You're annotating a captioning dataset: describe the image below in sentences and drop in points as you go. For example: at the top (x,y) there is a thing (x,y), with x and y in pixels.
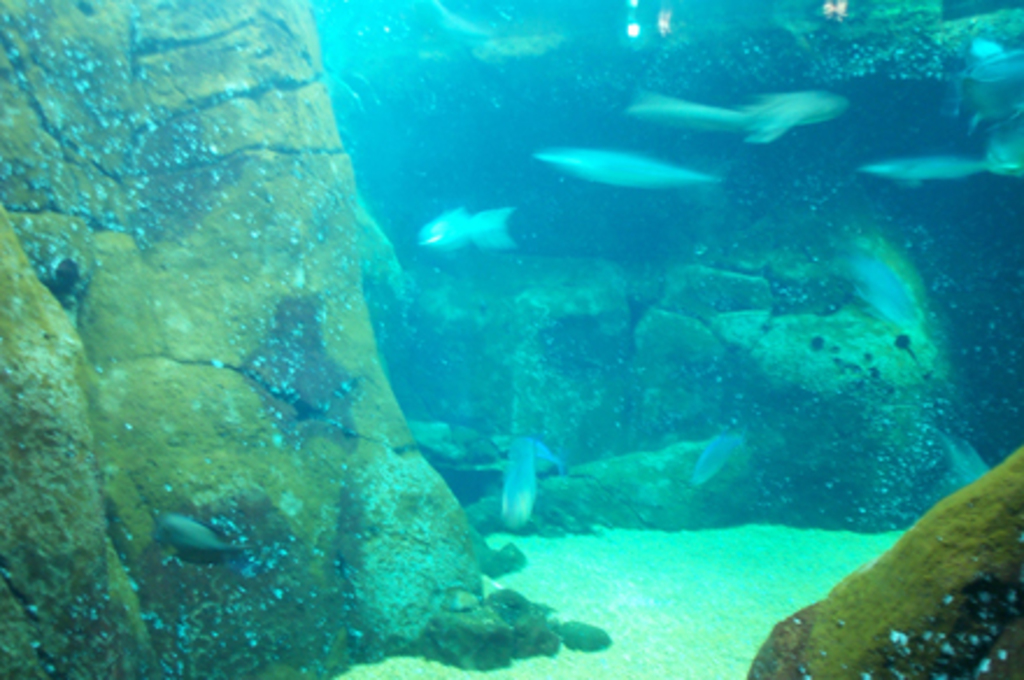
Under the water (561,28) we can see fishes (791,124) and algae (875,596).
